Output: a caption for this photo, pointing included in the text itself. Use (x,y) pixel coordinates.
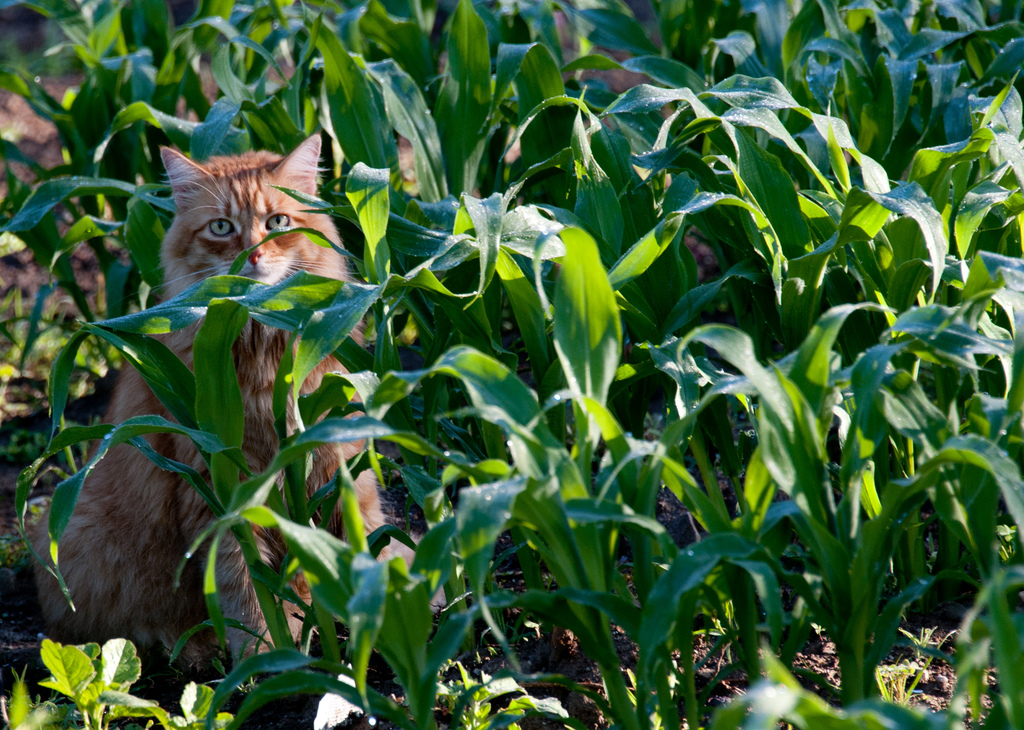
In this picture there is a cat (253,377) sitting in between few green plants (505,277).
